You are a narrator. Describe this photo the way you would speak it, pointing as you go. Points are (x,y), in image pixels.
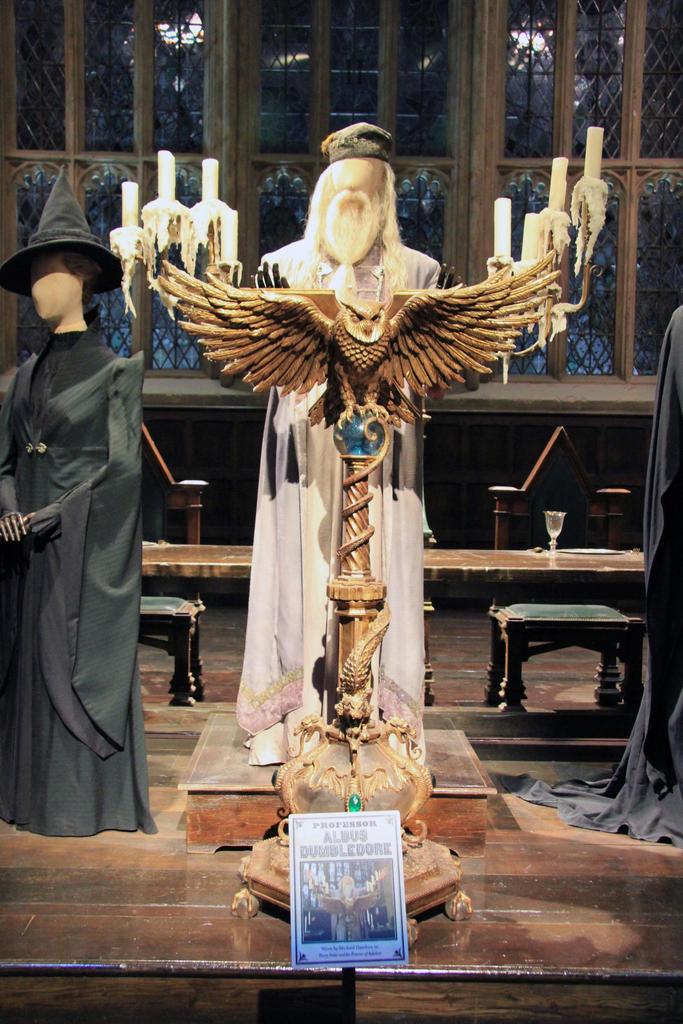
In the foreground of this image (262,623), there is a statue (258,588) and a candle holder (177,218) and a book holder (430,328) is in front of him. On the other side, there are two statues (110,540). In the background (551,501), there is a table (637,568), glasses (554,514), chairs (547,490) and the glass wall (400,96).
